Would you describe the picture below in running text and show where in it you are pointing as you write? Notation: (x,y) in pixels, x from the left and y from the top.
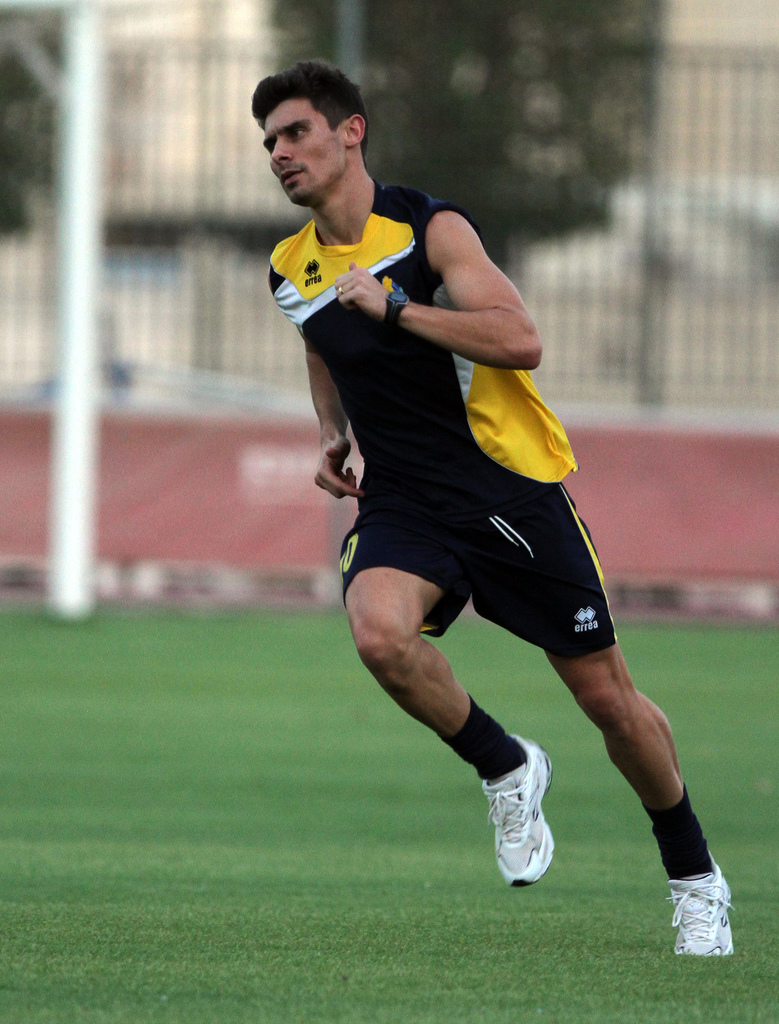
This image consists of a man (422,514) wearing a jersey (422,514) is running. He is also wearing shoes (533,854). At the bottom (145,909), there is green grass (124,961) on the ground (124,961). In the background (167,173), we can see a pole (58,510) along with fencing (746,264).
